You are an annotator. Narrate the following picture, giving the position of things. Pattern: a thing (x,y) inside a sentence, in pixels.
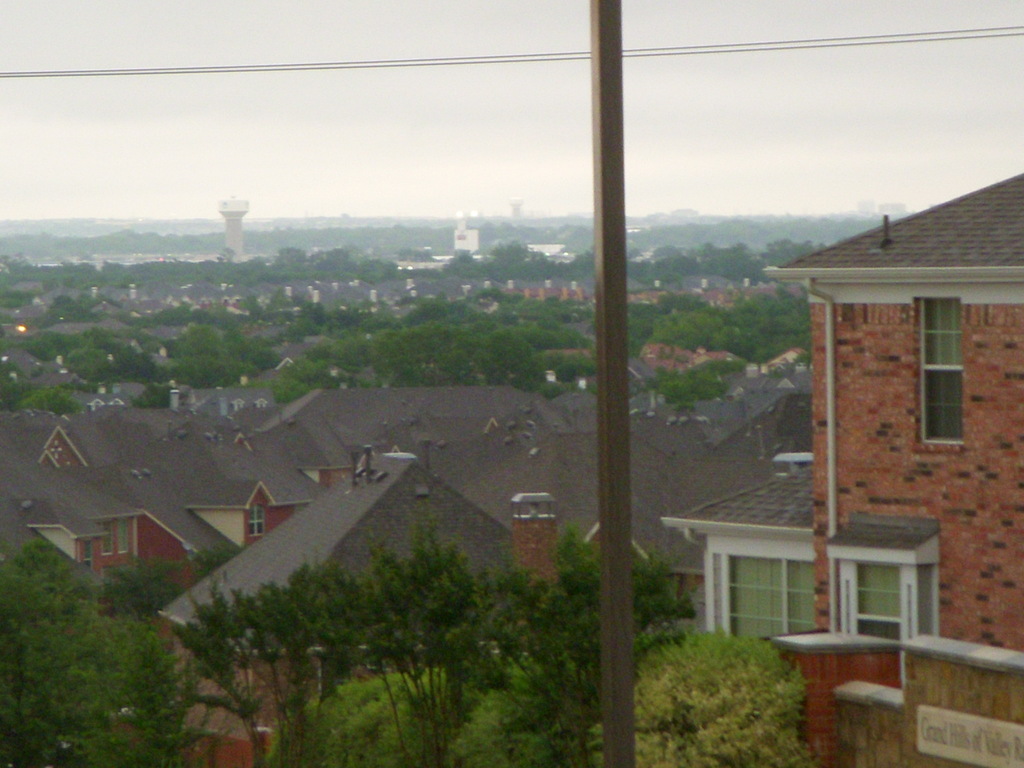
In this picture we can see a pole (597,28) and wires (6,73) from left to right. There are few trees (362,597) and houses (11,433). We can see a board (931,719) and a pipe (830,300) on the building (836,318) which is on the right side (830,289). Greenery (665,375) is visible in the background (519,325).
